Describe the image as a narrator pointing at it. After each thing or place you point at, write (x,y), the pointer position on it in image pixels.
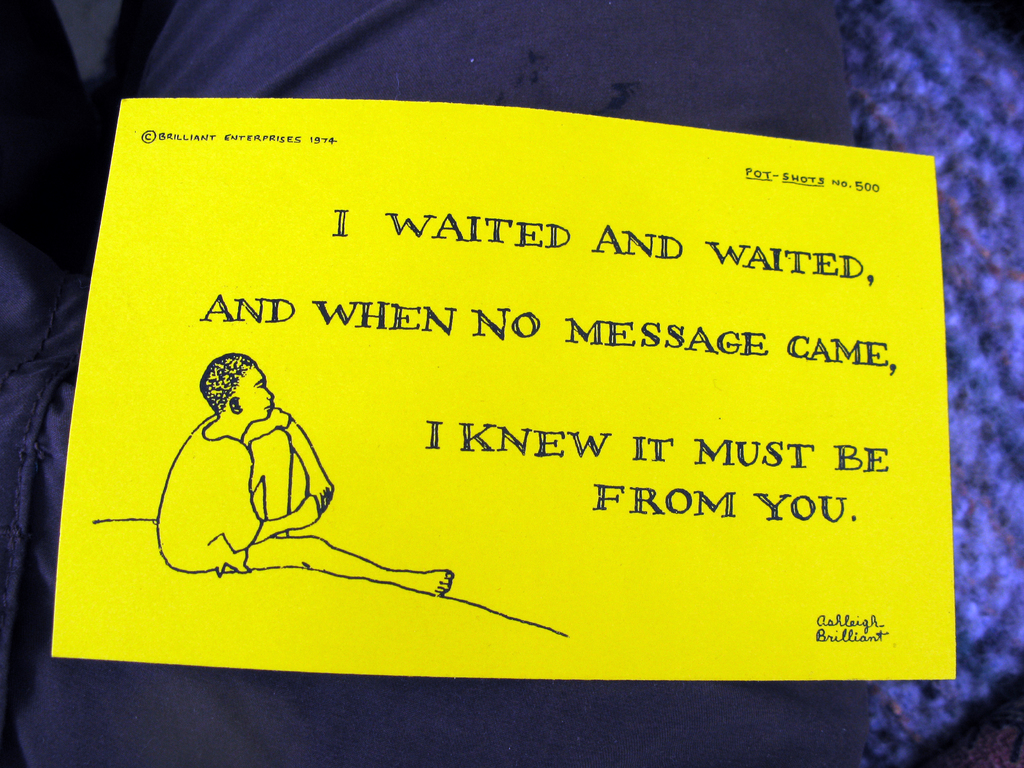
In this image we can see a yellow color note (617,344) and some text (679,396) written on it.
